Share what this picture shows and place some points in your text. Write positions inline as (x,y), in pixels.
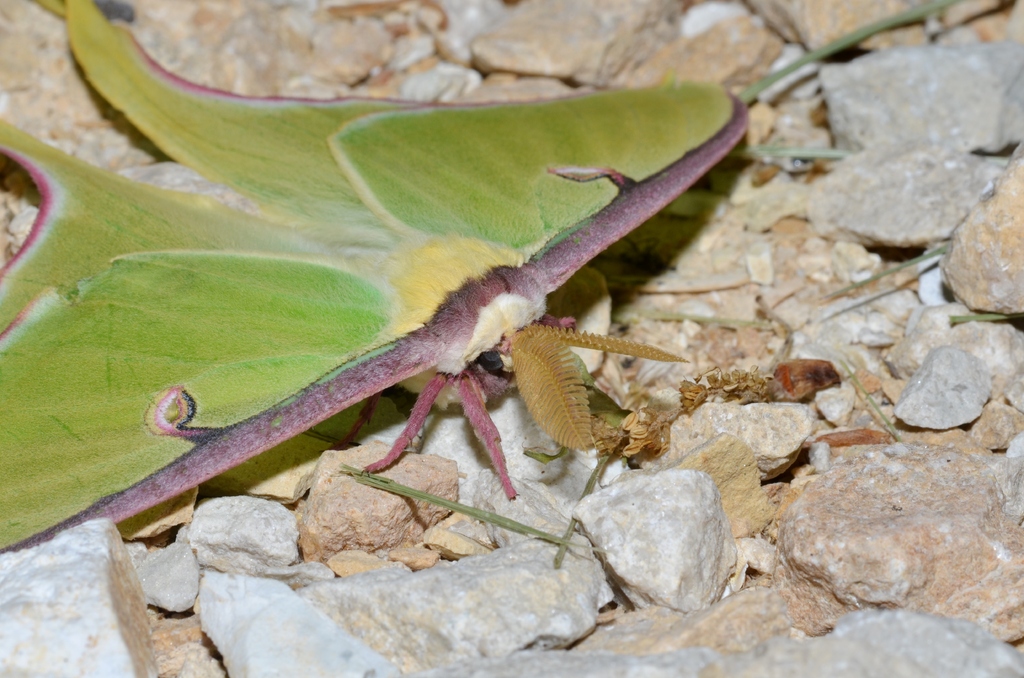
In the center of the image (348,440) there is a insect (40,419) on the stones (869,517).
